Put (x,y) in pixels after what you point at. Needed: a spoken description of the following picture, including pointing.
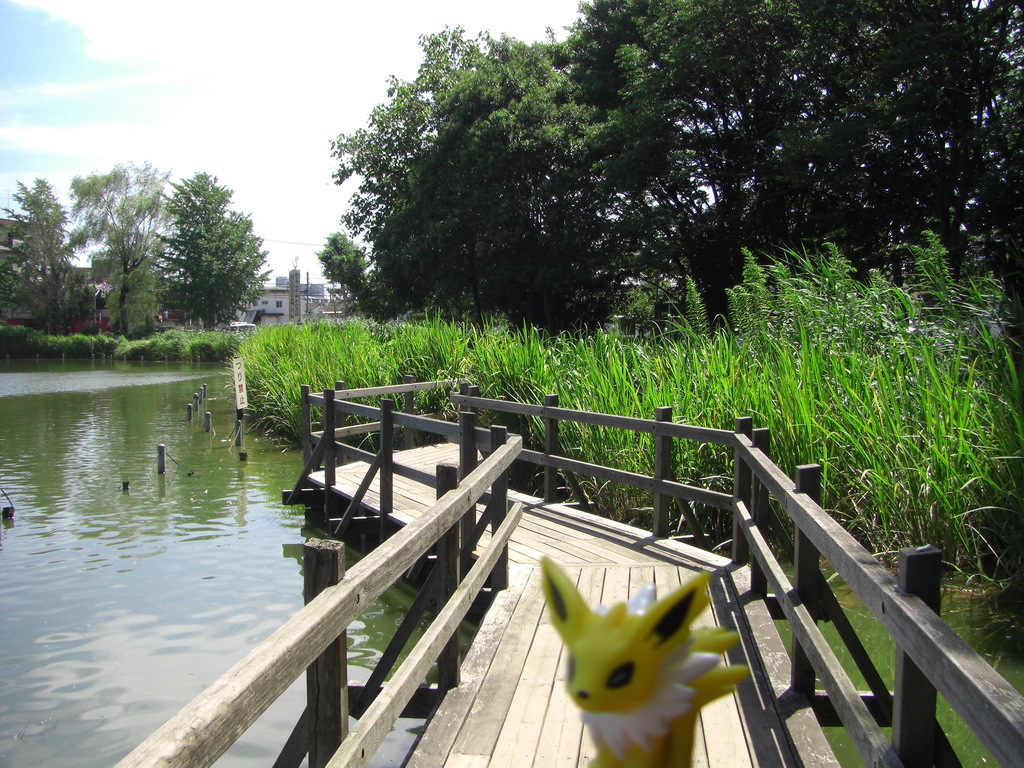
In this image we can see a wooden bridge (499,624). We can also see some poles (161,460) in the water (163,502). On the backside (163,330) we can see some grass (417,356), trees (469,286), buildings (286,298) and the sky (160,115) which looks cloudy. On the bottom of the image (615,732) we can see a toy (682,761).
